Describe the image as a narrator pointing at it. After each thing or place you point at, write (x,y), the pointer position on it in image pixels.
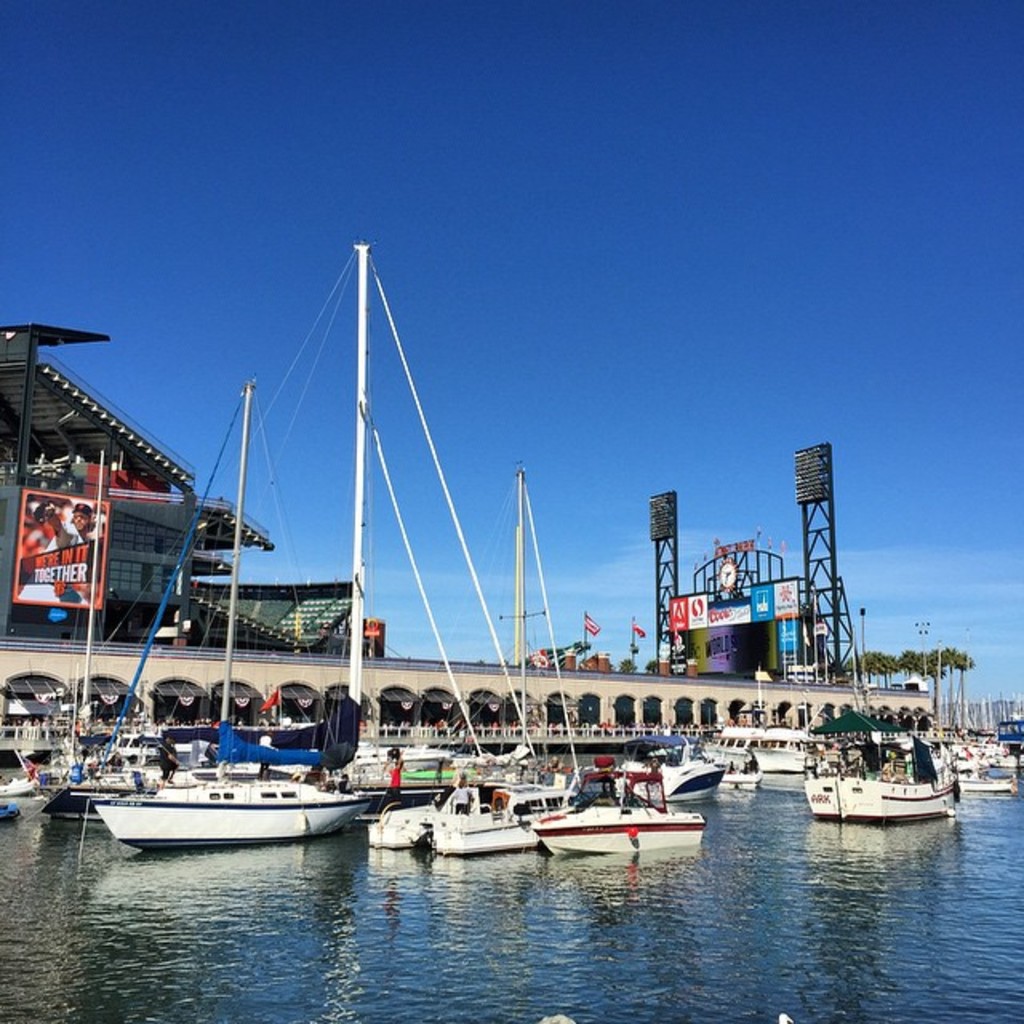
In the foreground of this image (599,791), there are many boats (458,844) on the water (805,939). In the background (812,702), there is a bridge (639,721), many arches (654,698), flags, banners (79,540), few buildings (263,603), poles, trees (929,668), sky (873,629) and the cloud (902,566).
